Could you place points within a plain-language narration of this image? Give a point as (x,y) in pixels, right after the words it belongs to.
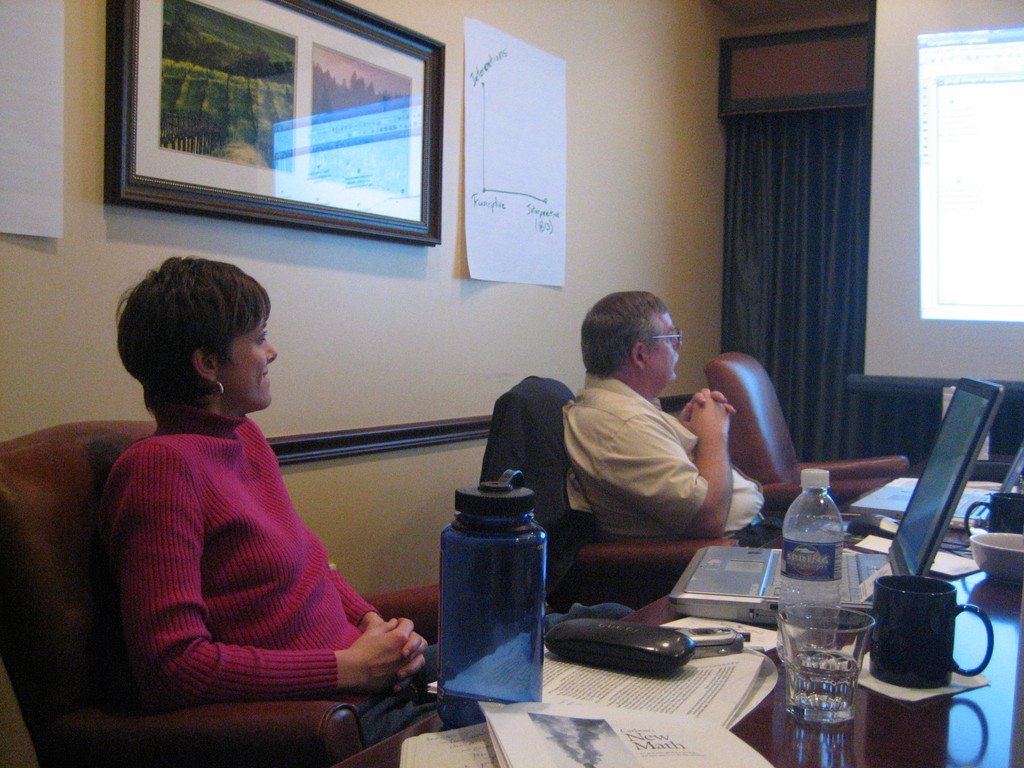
On the background (738,219) we can see screen (945,230), curtain (838,216), paper (477,151) and a frame (322,136) over a wall (587,174). Here we can see a man (731,412) and a women (248,508) sitting on chairs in front of a table (978,700) and staring at a screen (970,267). On the table (929,704) we can see water bottles (807,581), cup (888,652), papers (733,686), books (662,756), glass (860,657), computer (912,524), bowl (1002,550).
